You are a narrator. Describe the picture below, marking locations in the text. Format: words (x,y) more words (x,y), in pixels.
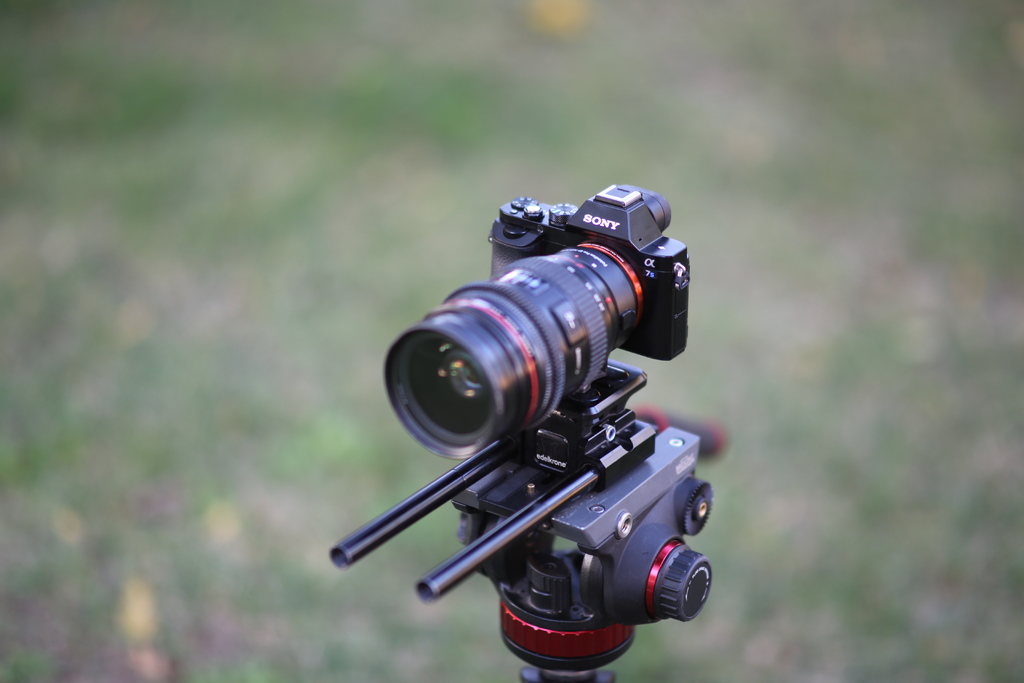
In this picture we can see a camera (537,303) and in the background (208,341) it is blurry.
